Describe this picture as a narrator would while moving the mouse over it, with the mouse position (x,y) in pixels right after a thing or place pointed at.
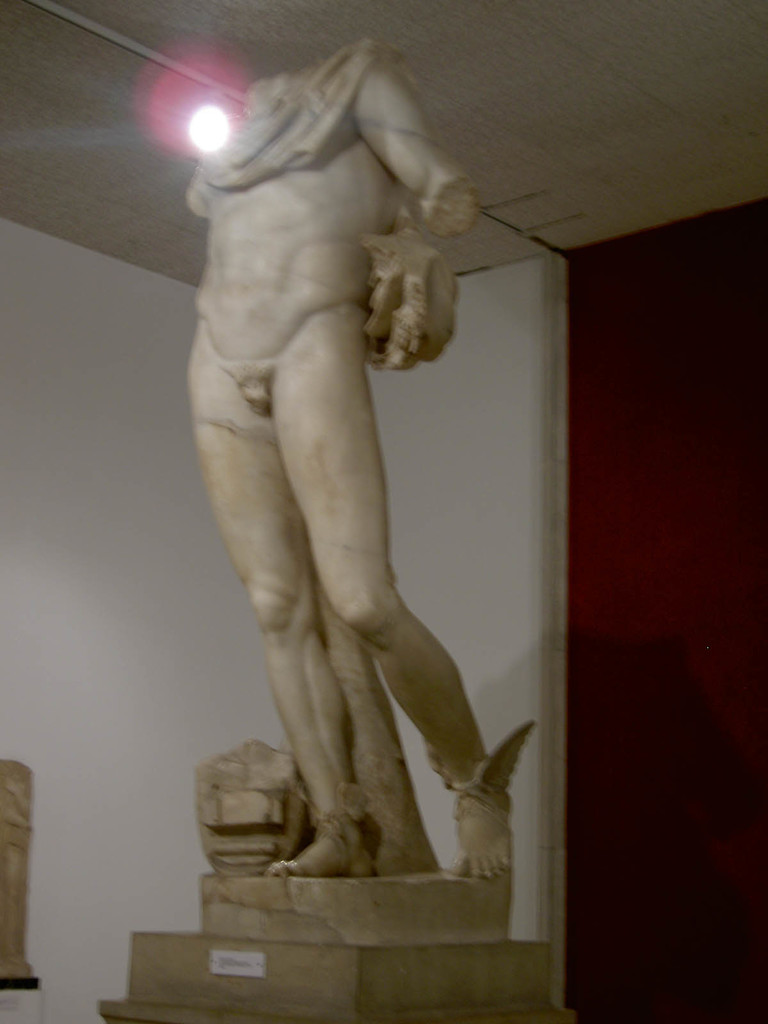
In this image we can see there is a statue (343,819) on the pillar (356,937). At the back (470,464) there is a wall (137,382). And at the top (564,77) there is a ceiling (172,128) and light (220,133).
